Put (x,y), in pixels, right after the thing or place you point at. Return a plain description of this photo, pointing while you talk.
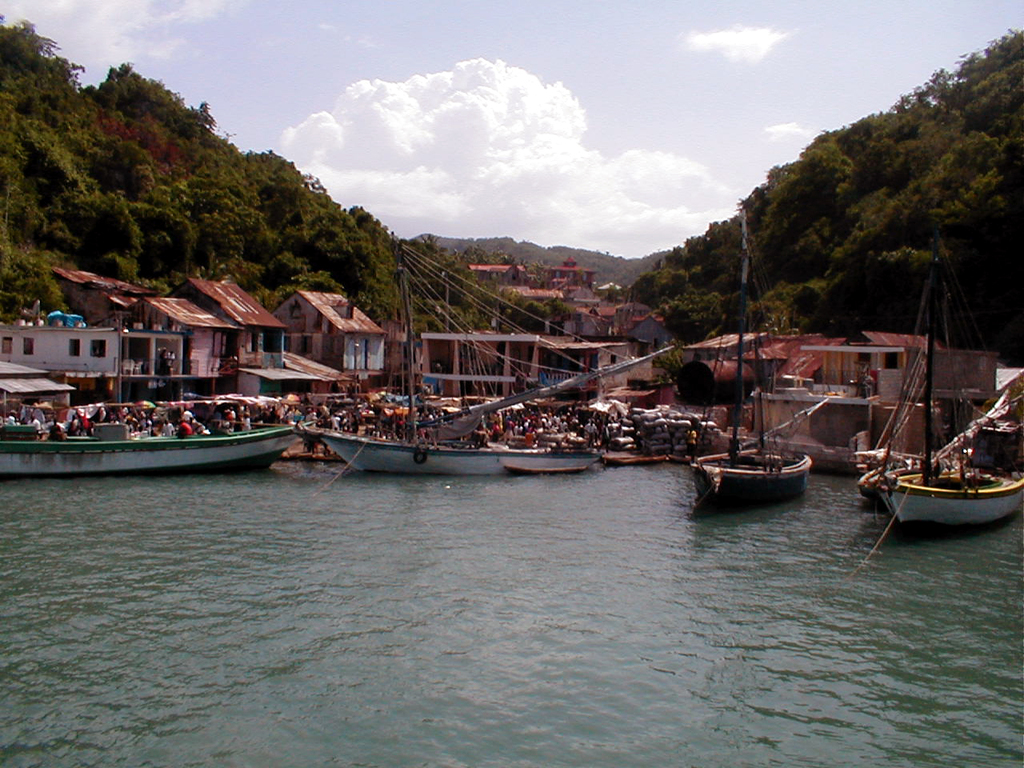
In this image I can see the boats (215,446) on the water (436,577). In the boats (239,462) there are group of people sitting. In the background (271,376) I can see the houses (338,376), many trees (542,271) and mountains (505,249). I can also see the clouds (473,102) and the sky (793,47).
